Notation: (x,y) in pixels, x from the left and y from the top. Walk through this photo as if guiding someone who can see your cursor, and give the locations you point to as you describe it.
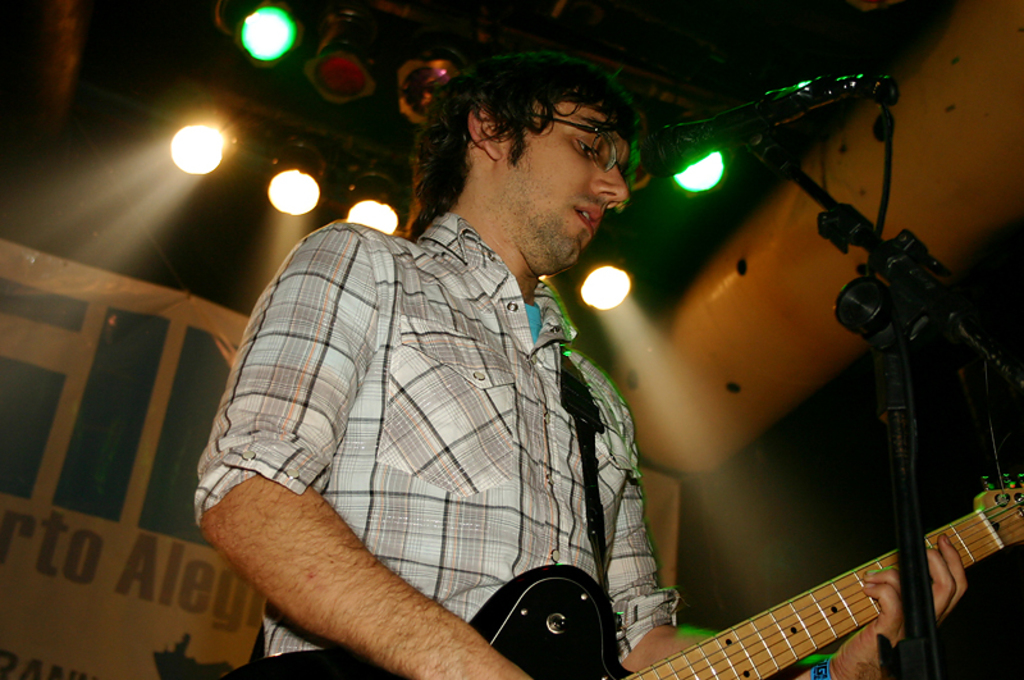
In this image there is a man (614,439) playing guitar (589,659) in front of him there is a mic (700,142). He is wearing a check shirt (436,396). On the top (320,58) there are lights (443,58). In the background (118,374) there is a banner (69,477).
